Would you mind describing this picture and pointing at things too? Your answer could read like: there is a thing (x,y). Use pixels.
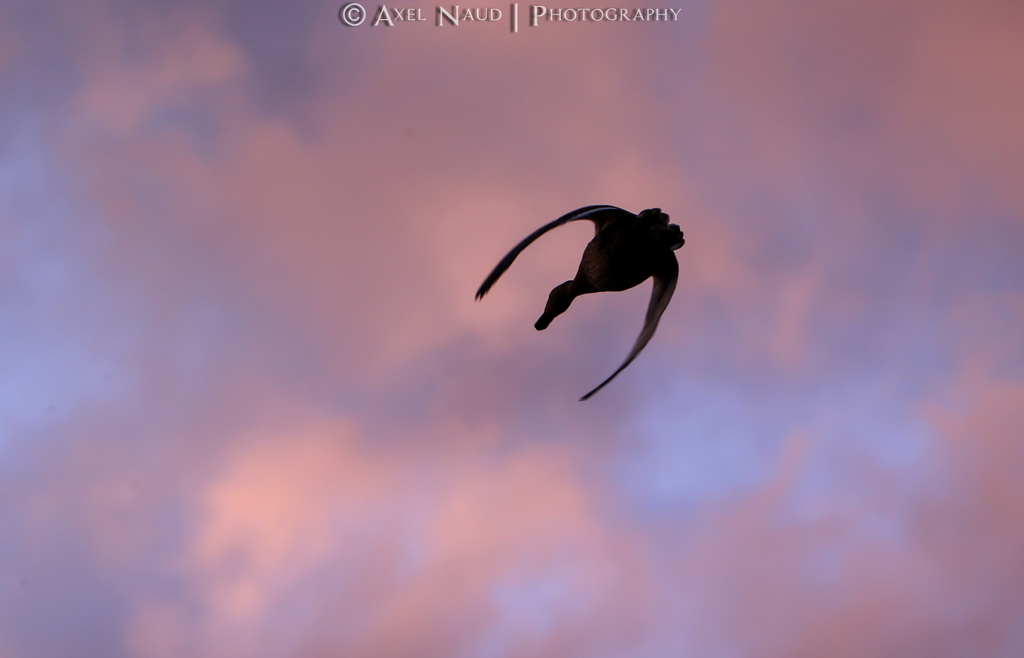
In this picture we can see a bird (627,263) is flying in the air (555,265) and behind the bird (605,230) there is a cloudy sky (758,458) and on the image there is a watermark (531,12).
